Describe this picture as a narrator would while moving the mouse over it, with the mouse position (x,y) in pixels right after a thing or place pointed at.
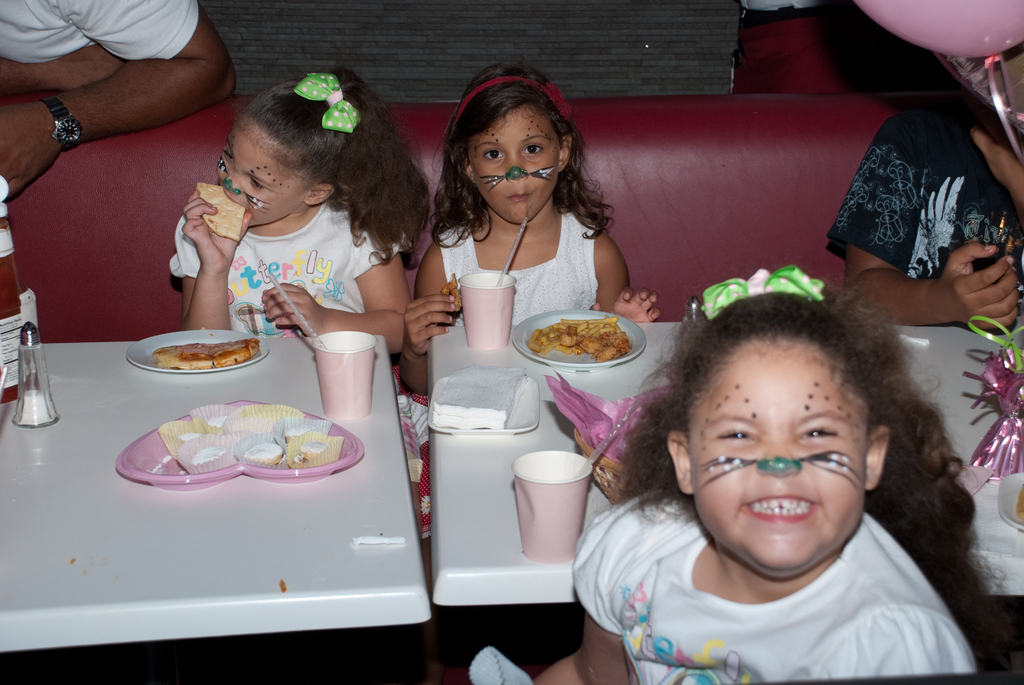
In this picture there are three girls (307,227) sitting. In front of them there is a table (465,503). On the table (261,486) there is a plate (294,434) with cupcakes (258,431), a food item (209,356) on a plate (223,367), and a cup (344,372), inside the cup (325,362) there is a straw (304,318). There are some tissues (492,405), basket (600,470). They are sitting on a red sofa (686,178). And to the right side (956,202) there is a man (975,208) with the black t-shirt (925,223).
